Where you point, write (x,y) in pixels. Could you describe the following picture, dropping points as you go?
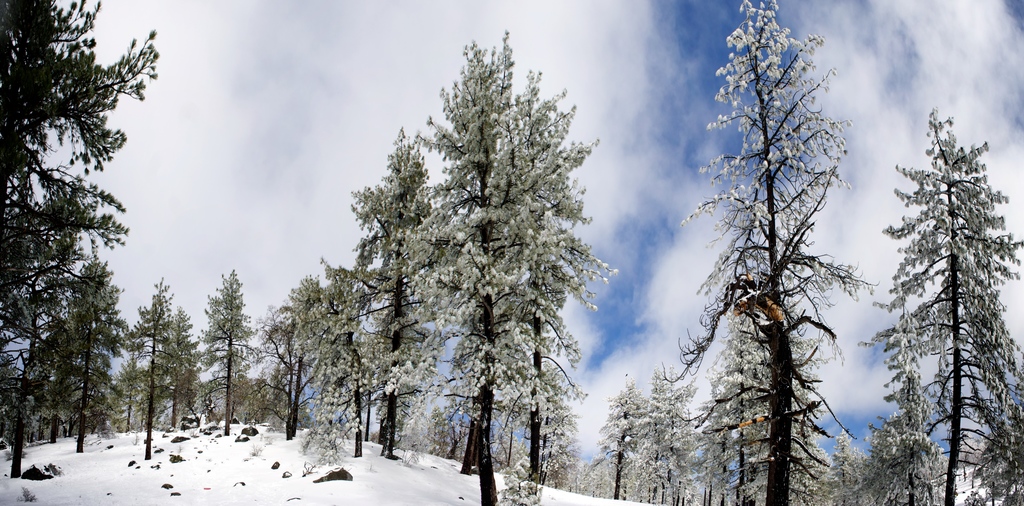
At the bottom of the image (193,450) we can see the snow (174,453) and rocks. In the background of the image (361,237) we can see the trees (495,210) and clouds (1013,300) are present in the sky (682,240).
